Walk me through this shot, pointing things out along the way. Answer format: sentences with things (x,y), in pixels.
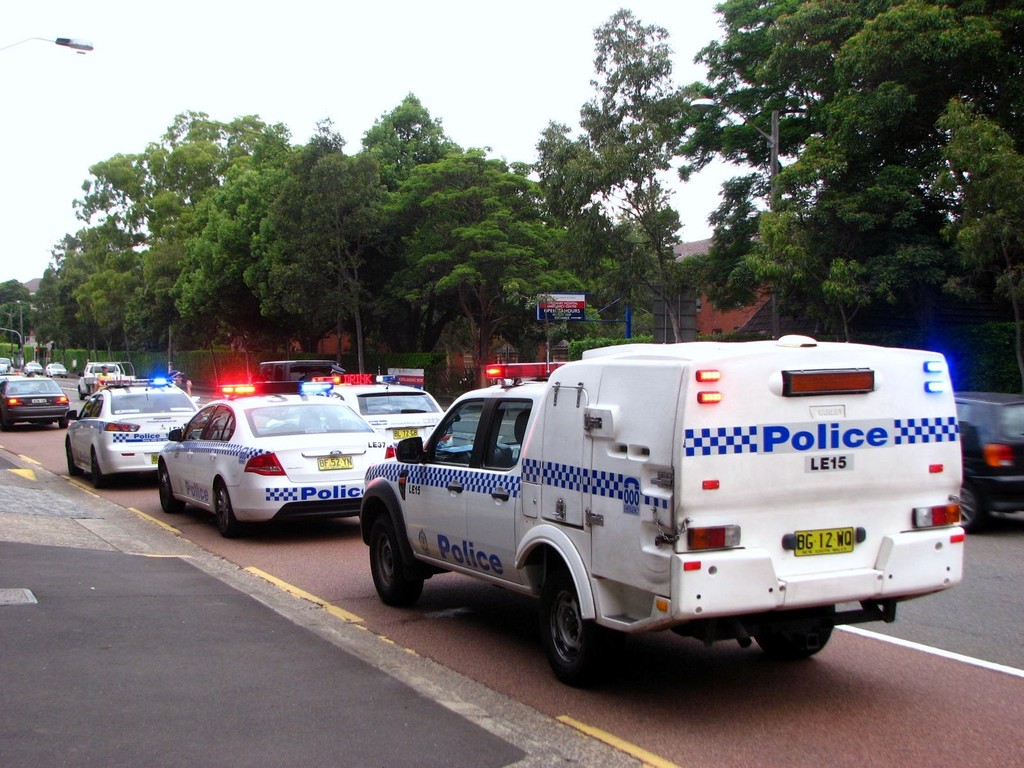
In this image there are some vehicles (353,423) on the road (646,641) as we can see in the bottom of this image (466,572). There is a wall (146,367) in the middle of this image (653,338) and there are some trees (512,206) in the background (494,230). There is a current pole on the top left side of this image (13,47) and there is a sky (389,34) on the top of this image (422,56).
